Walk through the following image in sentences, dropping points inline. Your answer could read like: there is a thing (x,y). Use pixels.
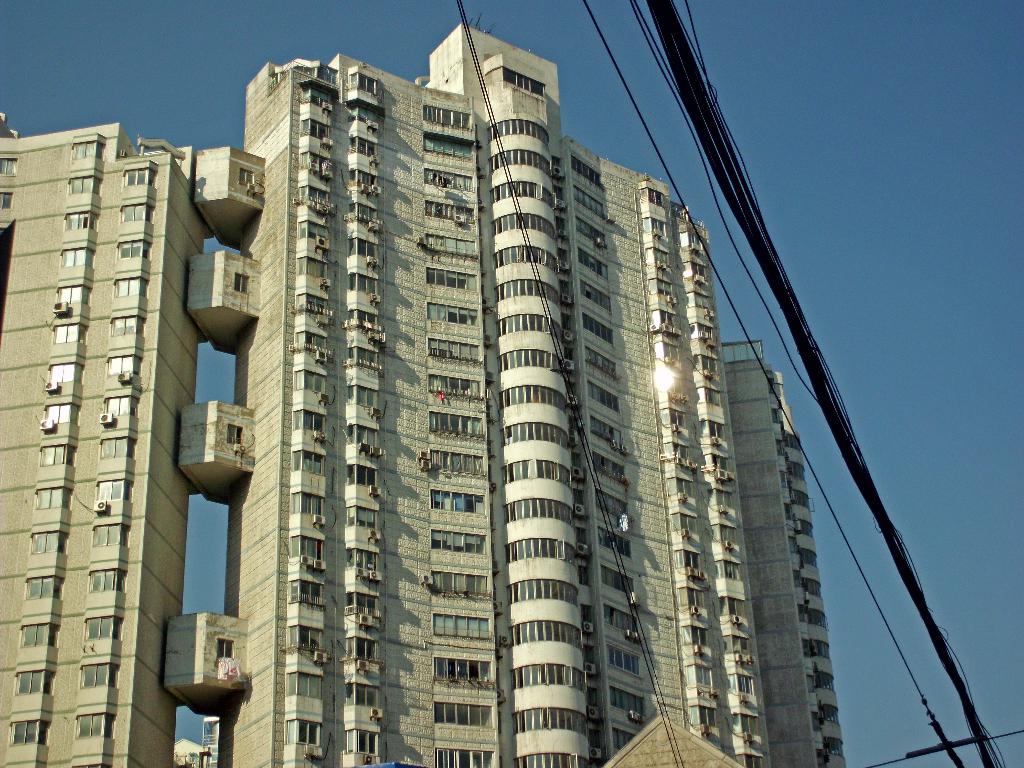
In the picture we can see a tower building (668,708) with a number of floors (115,699) and besides, we can see wires (678,52) and in the background (705,158), we can see a sky (970,549) which is blue in color.
